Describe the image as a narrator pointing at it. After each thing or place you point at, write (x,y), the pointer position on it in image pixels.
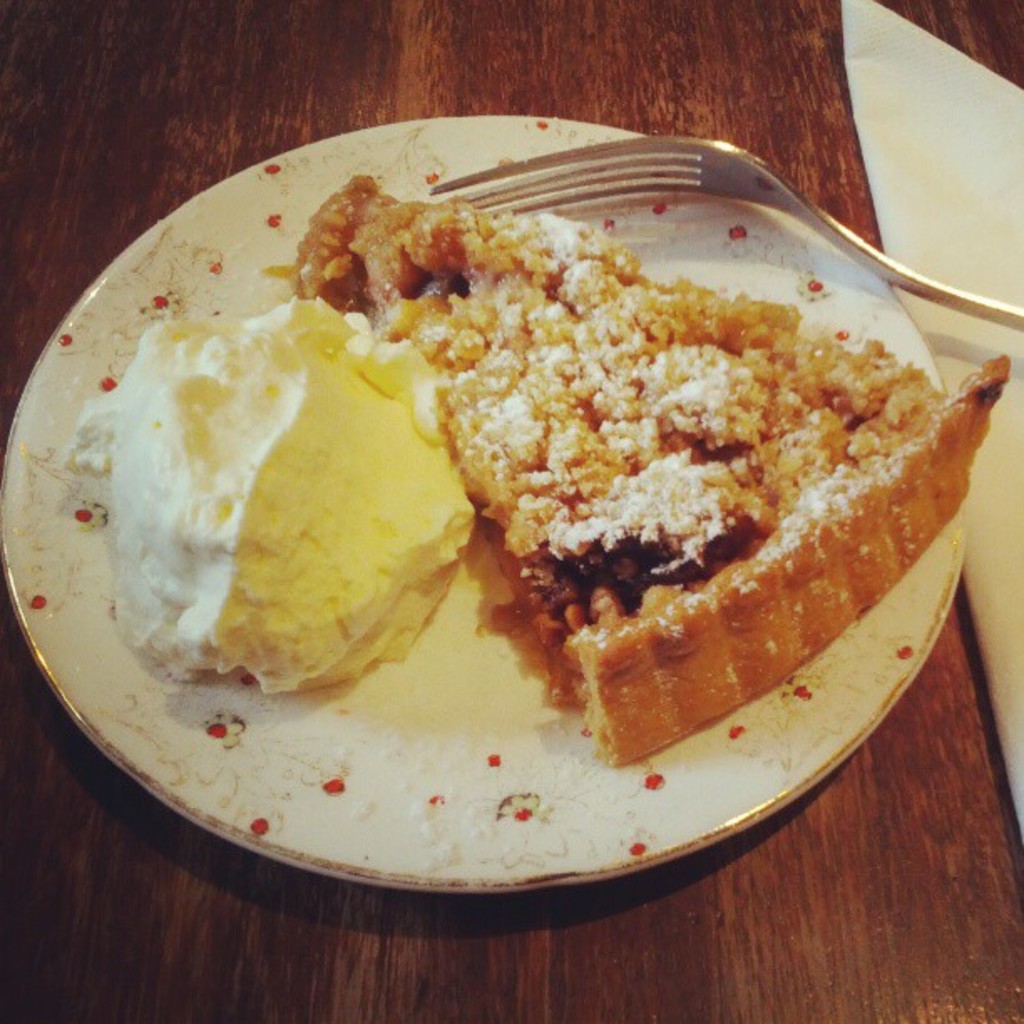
In this image we can see a serving plate (602,812) which consists of desserts (478,473) and fork (671,150) in it. In the background (659,81) we can see table (606,38) and paper napkin (912,190).
